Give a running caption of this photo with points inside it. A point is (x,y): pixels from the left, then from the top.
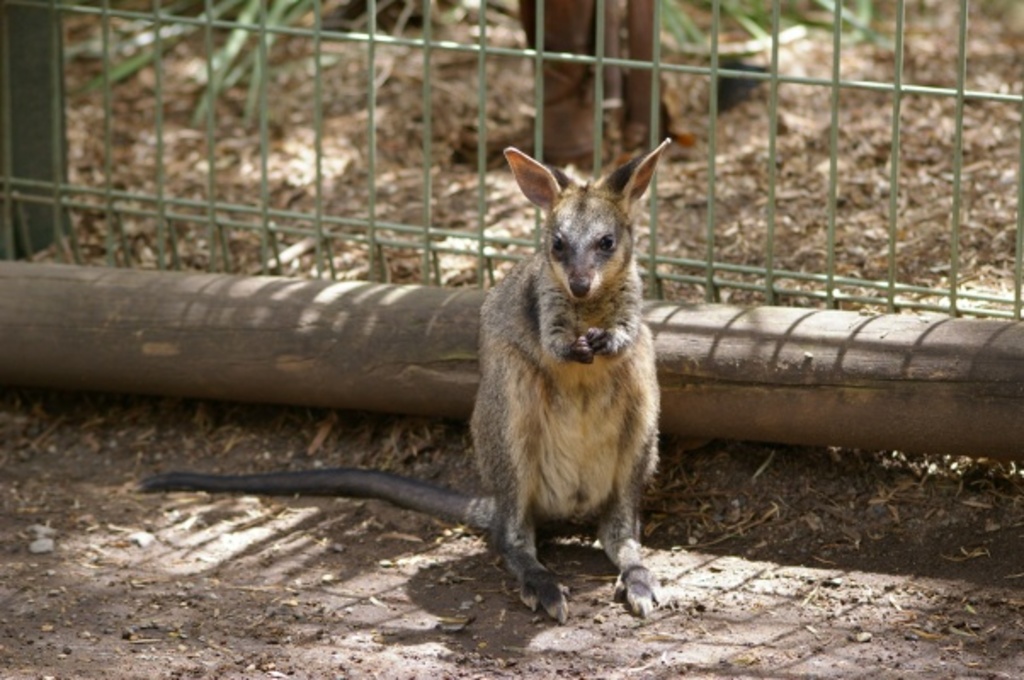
In this image in the center (591,312) there is one animal (539,404), and in the background (142,195) there is a net (159,175) and plants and a wooden stick (187,344). At the bottom (476,599) there are some dry leaves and walkway (526,616).
